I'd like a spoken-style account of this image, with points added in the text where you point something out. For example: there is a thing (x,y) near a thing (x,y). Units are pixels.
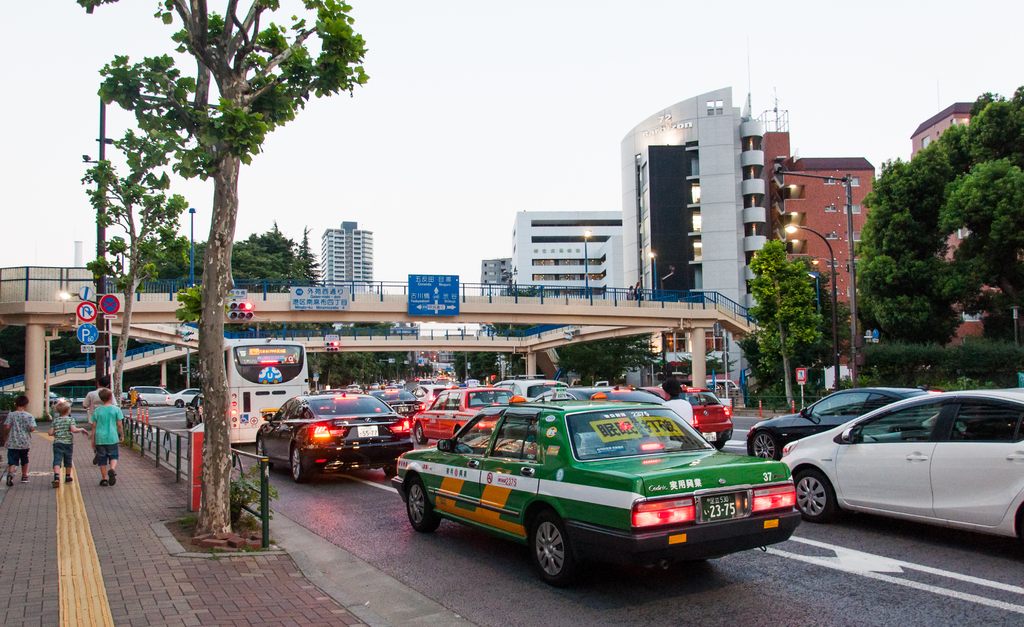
In the image there are many vehicles (539,452) on the road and on the left side (257,613) there is a path (251,596), few kids (63,429) are walking on the path (49,459) and on the right side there is a railing (157,442), few trees (210,476), caution boards (89,335) and in the background (309,317) there is a bridge (558,295), in front of the bridge (264,301) there are traffic signal lights (253,316), some boards (450,301) and behind the bridge (426,319) there are buildings (675,206).
